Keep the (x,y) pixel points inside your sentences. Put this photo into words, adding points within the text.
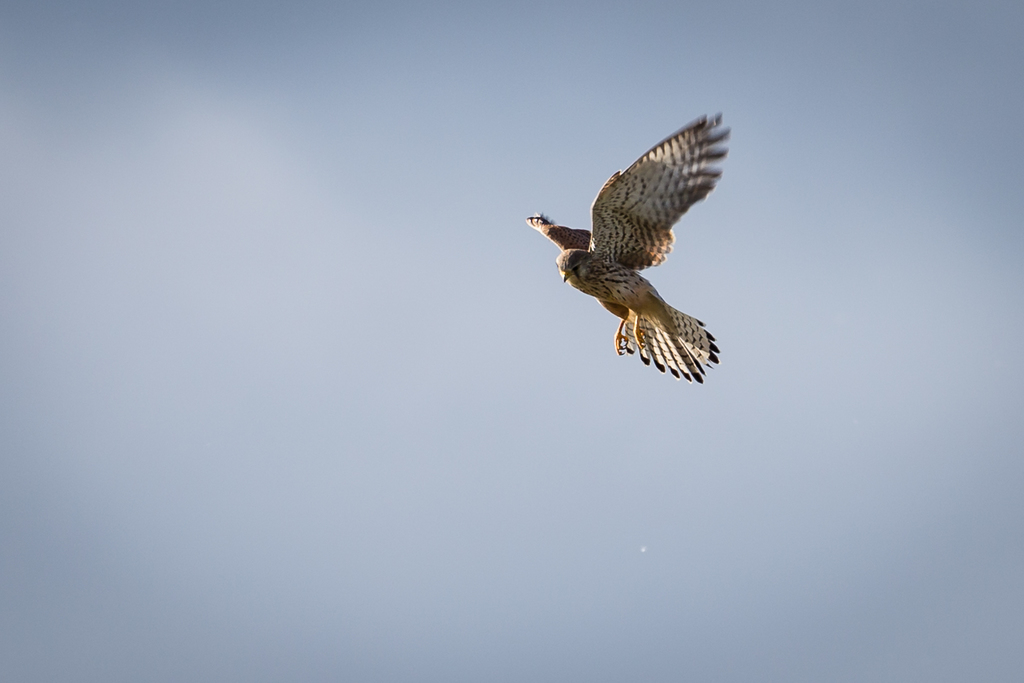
This picture is clicked outside the city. On the right (702,151) there is a bird (563,234) flying in the sky (682,252). In the background (216,462) we can see the sky (256,483).
